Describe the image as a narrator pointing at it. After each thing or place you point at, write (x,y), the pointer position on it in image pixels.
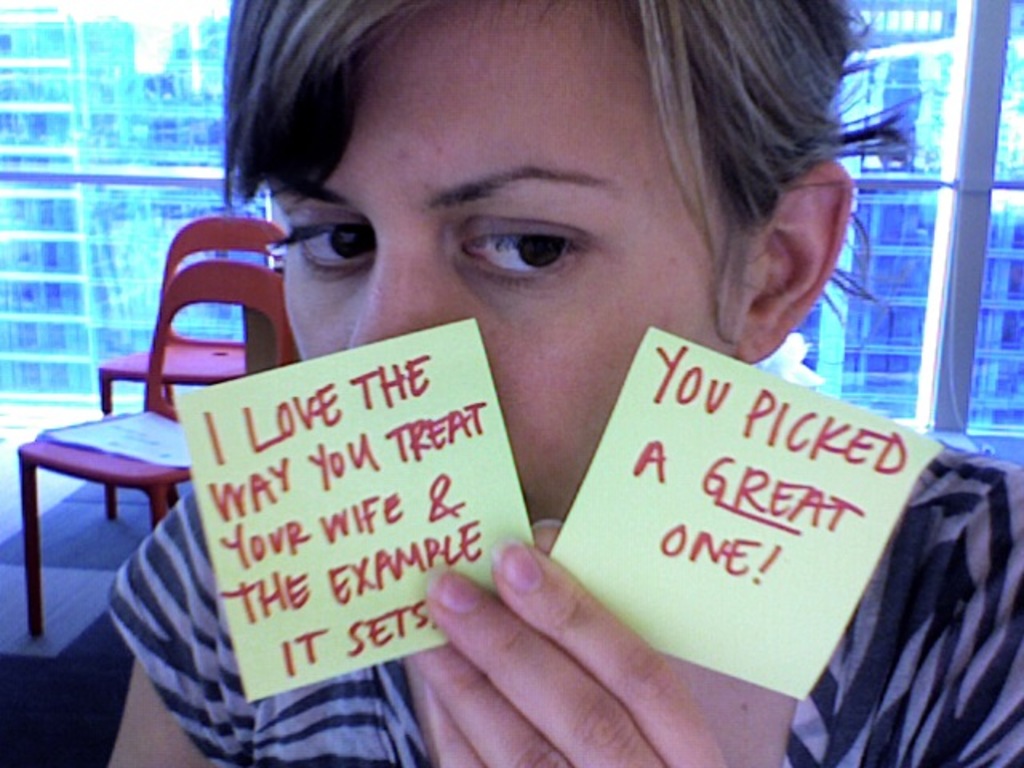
In the image there is a person (754,721) in the foreground (281,8), the person (735,756) is holding two slips (658,471) with the hand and there are some sentences (432,491) on the slips (630,471). Behind the person (542,516) there are two empty chairs (174,289) and in the background (78,79) there are windows (909,284).
